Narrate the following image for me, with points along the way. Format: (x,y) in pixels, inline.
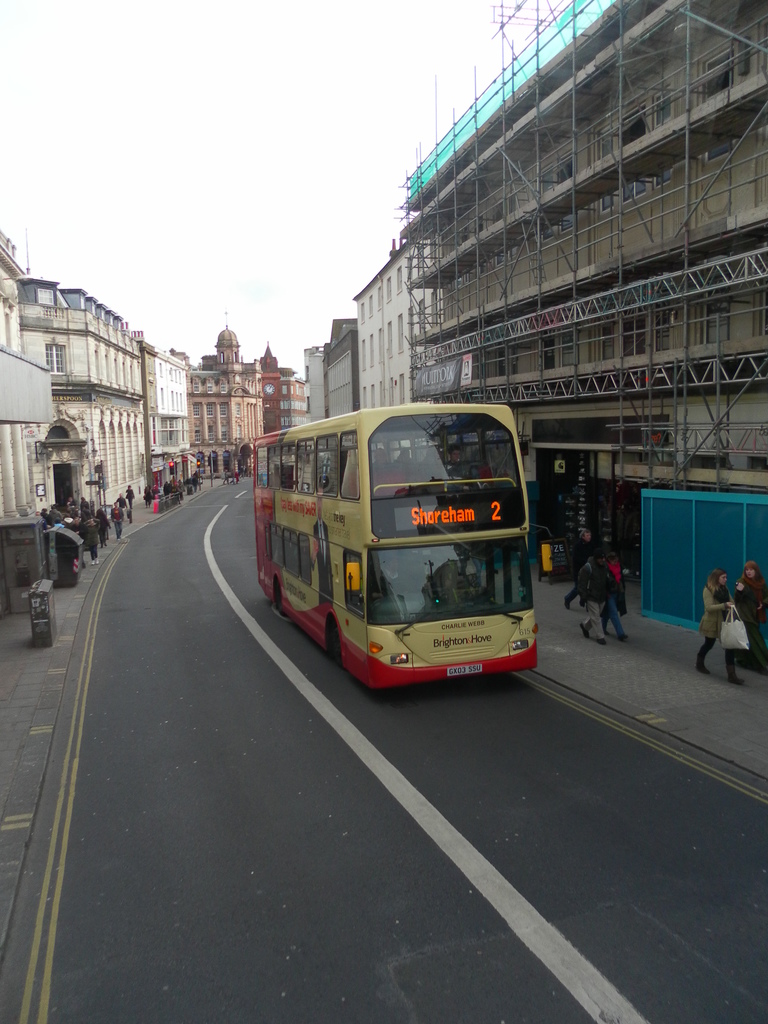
In this picture there is a bus (417,443) on the road (346,752), there is text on the bus (311,510). There are buildings (499,363). There are group of people (613,619) walking on the footpath (2,723) and there are objects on the footpath (615,687). At the top (157,113) there is sky (223,112). At the bottom (548,789) there is a road (102,700).
